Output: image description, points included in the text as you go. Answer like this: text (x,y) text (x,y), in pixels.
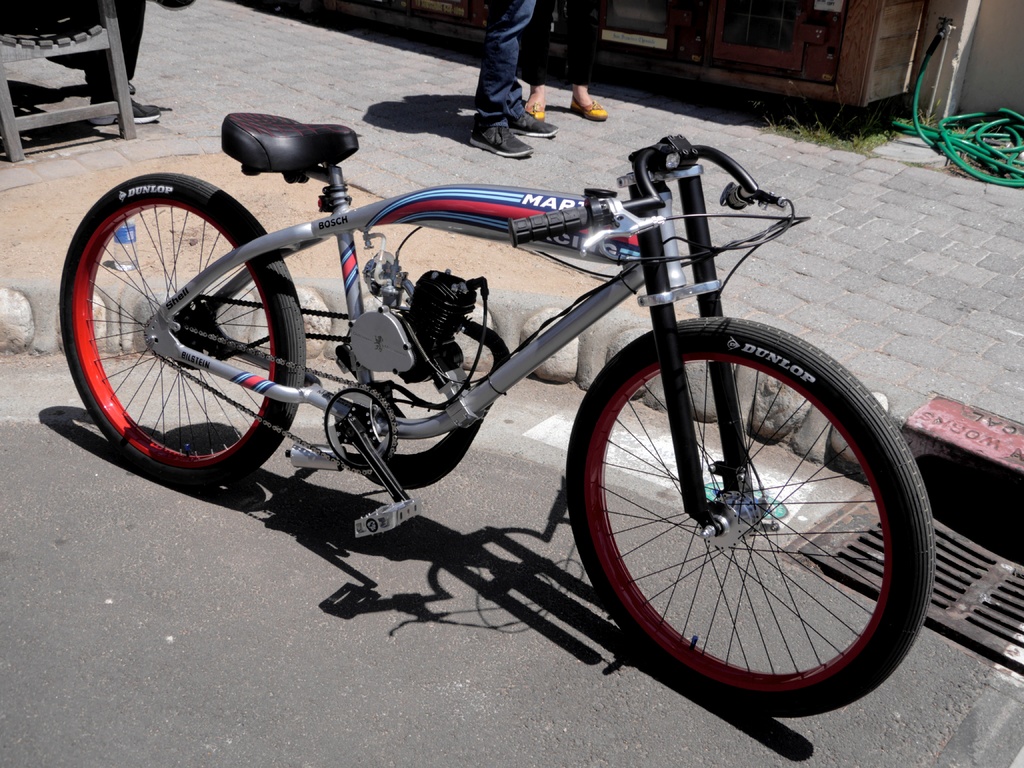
In the picture there is a cycle (628,355) of Dunlop company beside the cycle (691,657), there is a footpath (836,189) on the footpath (852,177) there is a green color pipe (987,123) and it looks like two persons (500,85) are standing on the footpath (536,145).
